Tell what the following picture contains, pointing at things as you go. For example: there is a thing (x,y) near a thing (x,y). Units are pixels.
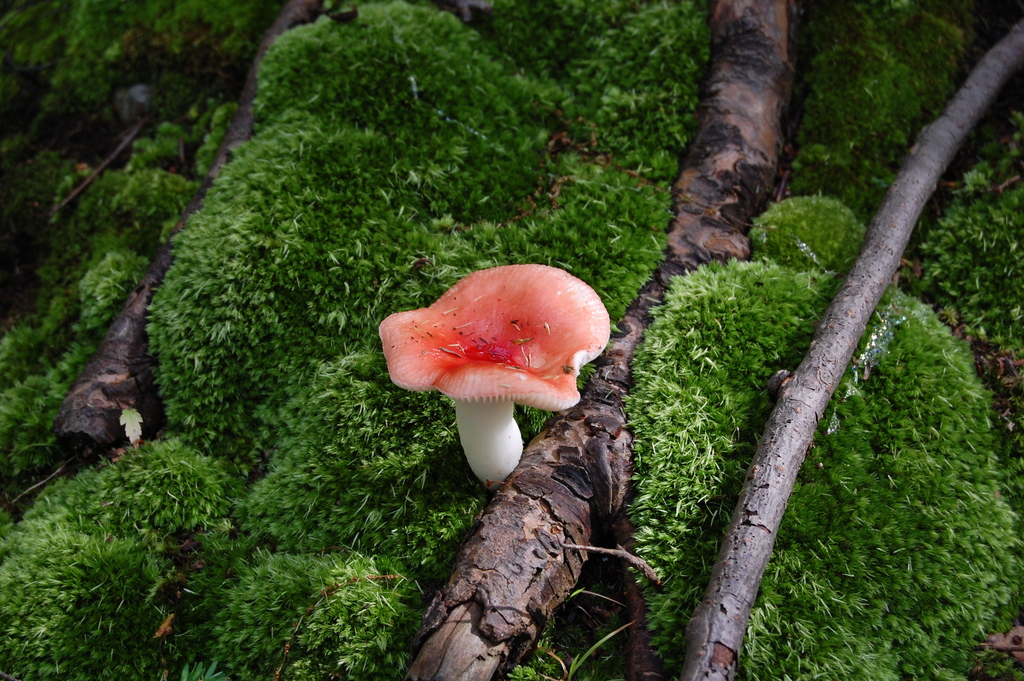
In the center of the image (400,351) there is a mushroom (505,391) on the ground (458,450).
